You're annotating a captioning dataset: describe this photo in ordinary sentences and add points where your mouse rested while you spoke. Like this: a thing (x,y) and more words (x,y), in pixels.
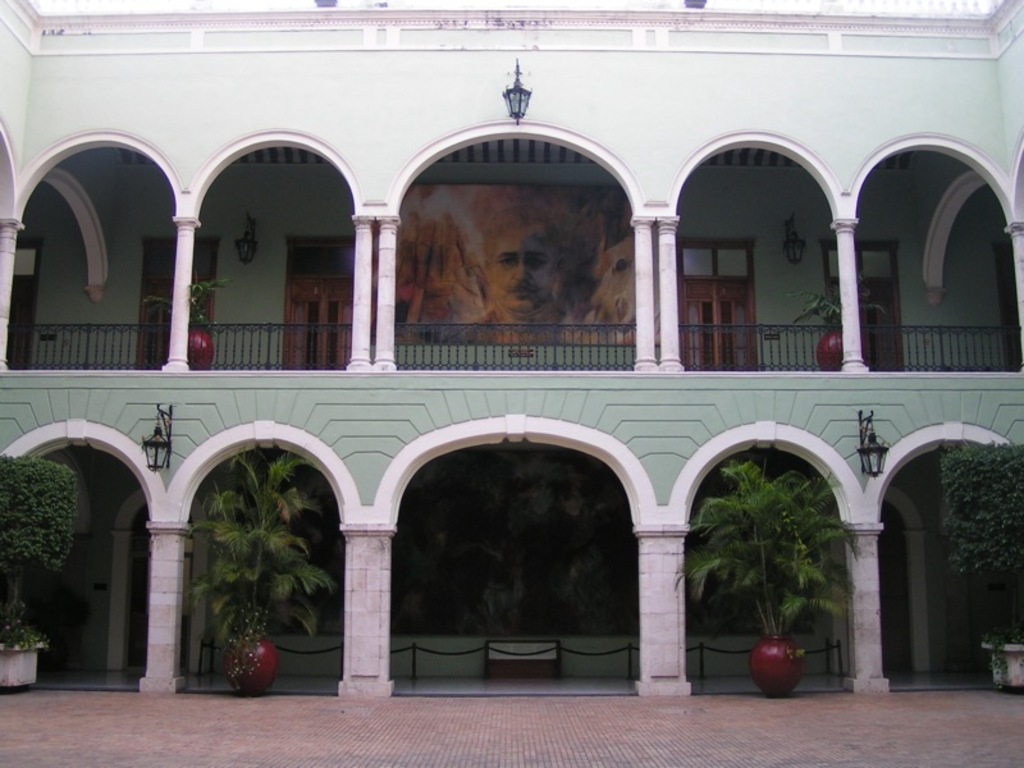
In this picture we can see a building (909,606), doors (864,270), pillars (846,296), house plants (1023,653), posters (447,264), lamps (793,245), path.
